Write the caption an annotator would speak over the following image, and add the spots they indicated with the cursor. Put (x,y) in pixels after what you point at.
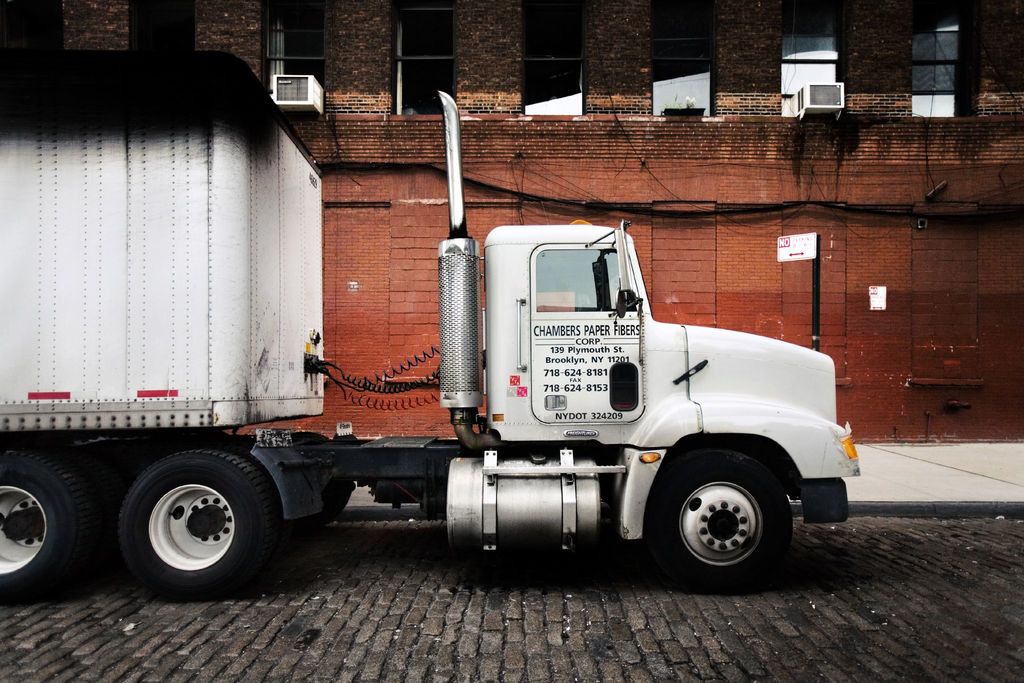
In this picture I can see the path (483,605) in front (507,671), on which there is a truck (151,170) and I see something is written on it. In the background (593,206) I can see a building (556,142) and I see number of windows (568,45).
